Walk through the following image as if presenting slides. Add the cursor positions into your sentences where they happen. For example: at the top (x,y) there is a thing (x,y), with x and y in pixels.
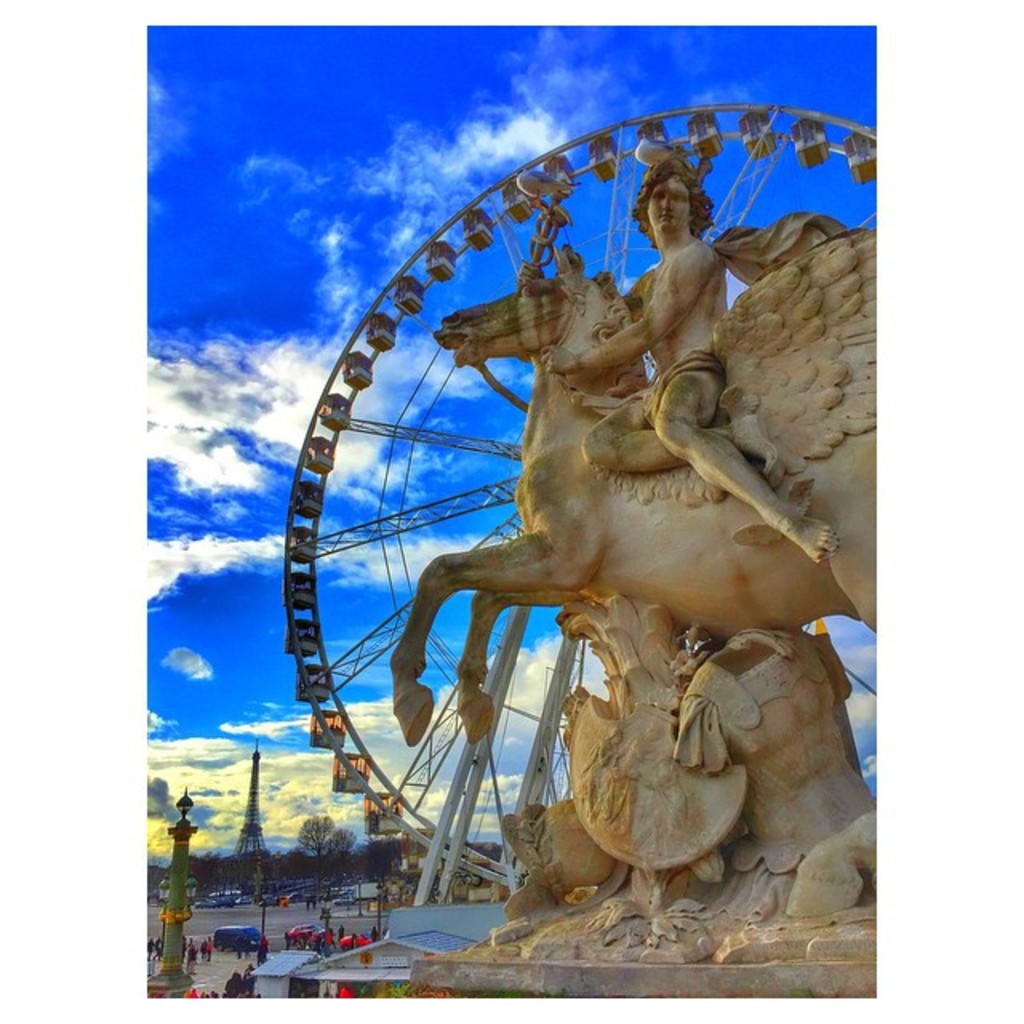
In this image we can see a blue and a slightly cloudy sky (263,817). There are many trees (284,856) in the image. There are few vehicles (238,946) in the image. There are few people (210,941) in the image. There is a giant wheel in the image. There is a statue (708,823) in the image.
